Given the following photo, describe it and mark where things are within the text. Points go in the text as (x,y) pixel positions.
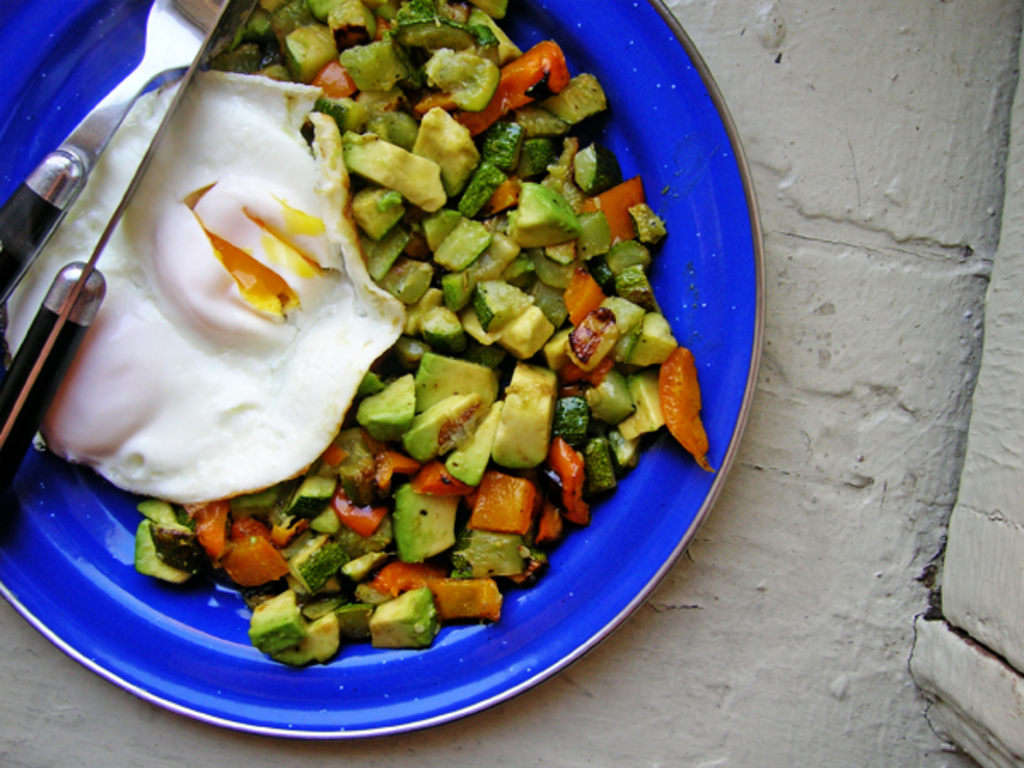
There is a blue color plate (645,502) in the center of the image (567,386) which contains food items (491,338), an egg (318,290), knife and a fork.
